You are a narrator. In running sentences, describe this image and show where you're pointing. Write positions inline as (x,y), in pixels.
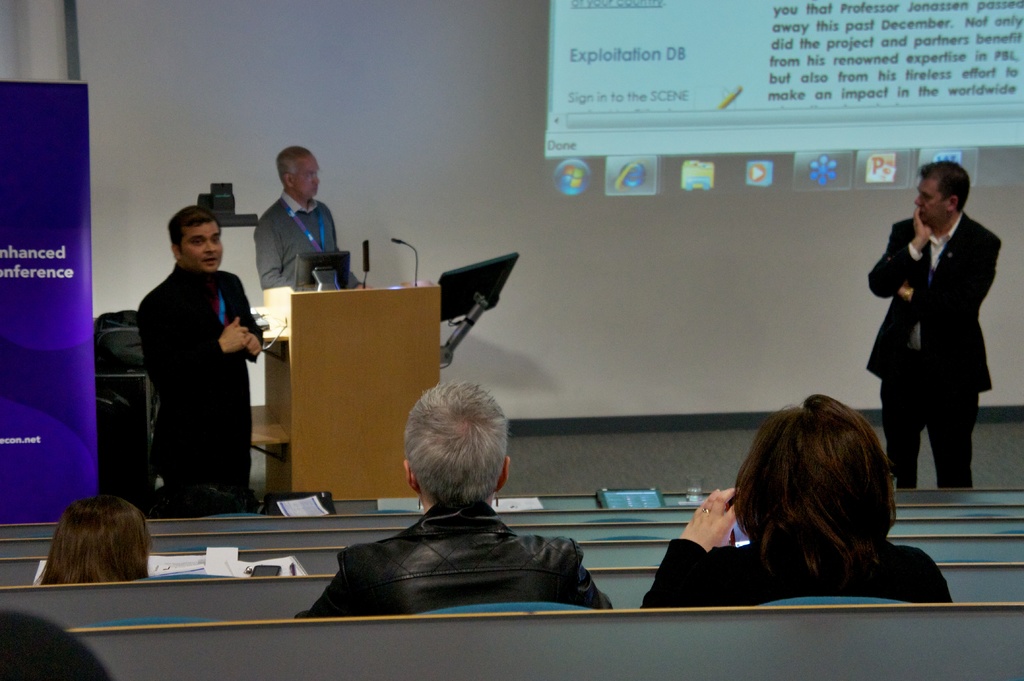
In the picture we can see a stage (564,484) on it we can see two people (227,471) are standing near the desk (283,315), on it we can see a computer system (321,281) and a microphone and a man (215,442) giving speech he is wearing a black color blazer (221,418) and blue tag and besides them we can see another person (939,183) standing and watching them, in the front of them we can see some people (894,484) are sitting on the benches (272,543) and in the background (524,415) we can see a wall (501,178) with a screen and some information (750,167) on it.
